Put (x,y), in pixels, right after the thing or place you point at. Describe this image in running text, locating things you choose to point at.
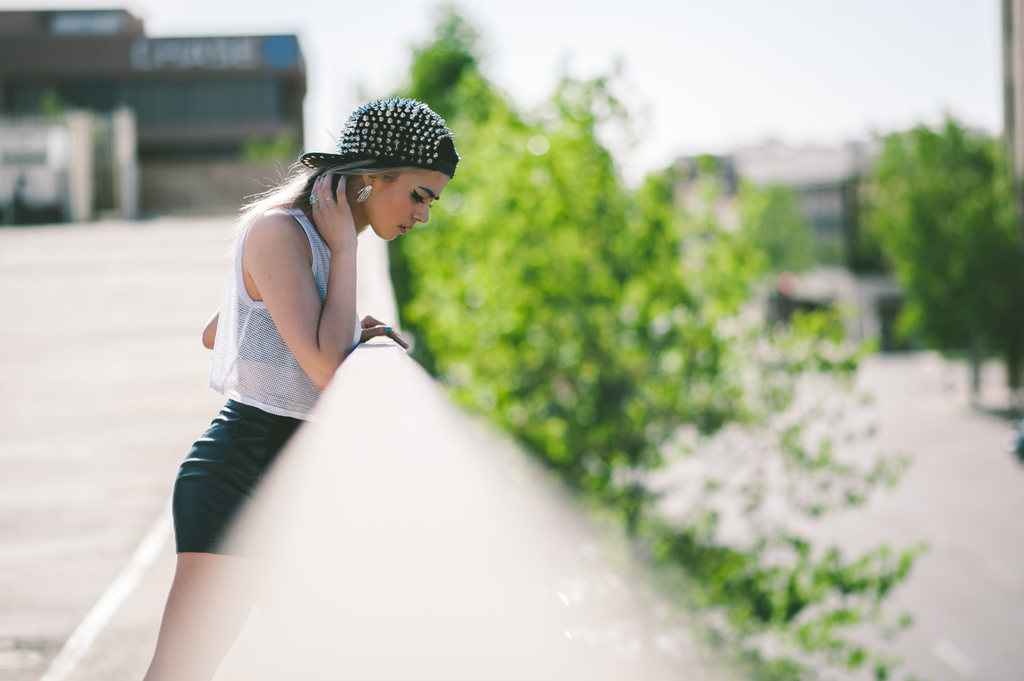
In this image we can see a person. There are few buildings (236,144) in the image. There are many trees (501,175) in the image. There is a blur background (709,52) in the image.
